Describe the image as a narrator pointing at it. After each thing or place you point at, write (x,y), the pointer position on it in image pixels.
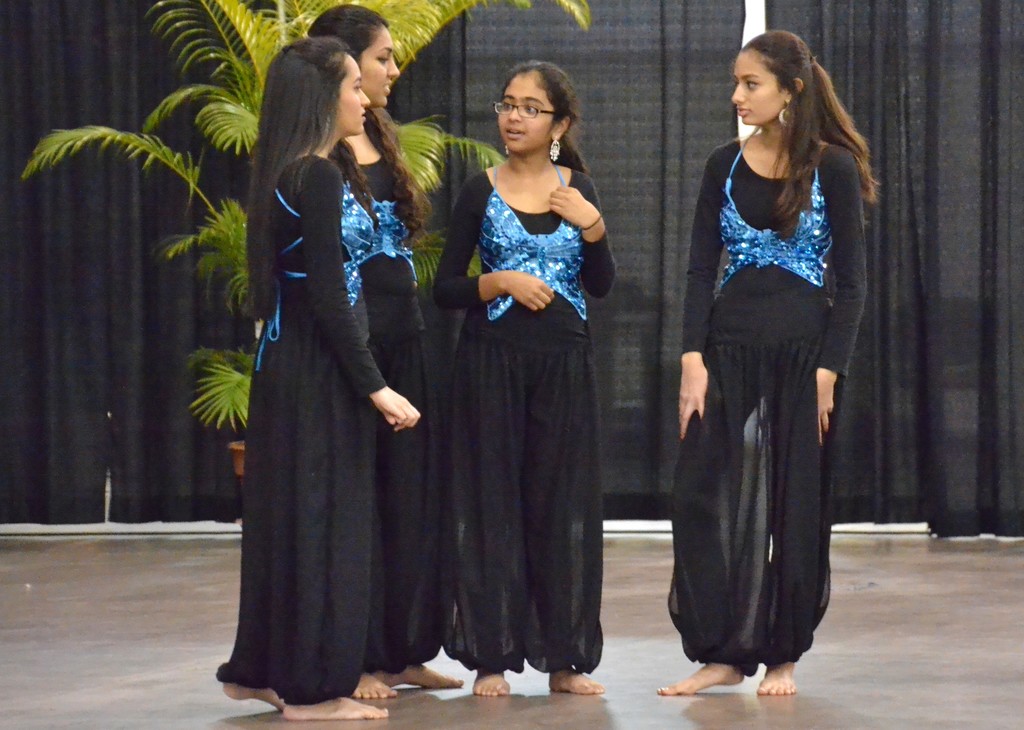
There are girls (387,74) standing in the foreground area of the image (512,310), there is a plant (231,126) and black color curtains (199,203) in the background (197,168).
